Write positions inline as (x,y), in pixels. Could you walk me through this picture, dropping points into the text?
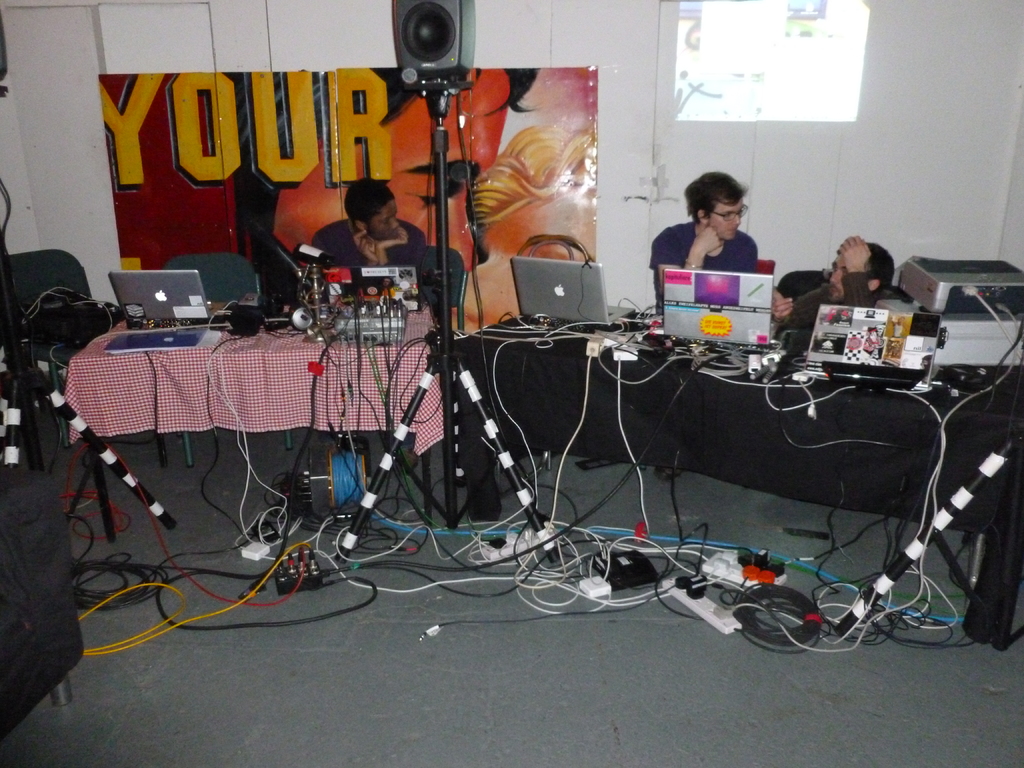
In this image there are some tables (302,355) in the middle of this image (651,412). There are some laptops (199,331) and other objects (1018,331) are kept on to it. There is one person (379,250) on the left side of this image (339,249) and there are two persons (717,225) sitting on the right side of this image (709,261). There is a wall (773,214) in the background (911,149). There are some objects (766,591) kept on the floor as we can see in the bottom of this image (445,557).
